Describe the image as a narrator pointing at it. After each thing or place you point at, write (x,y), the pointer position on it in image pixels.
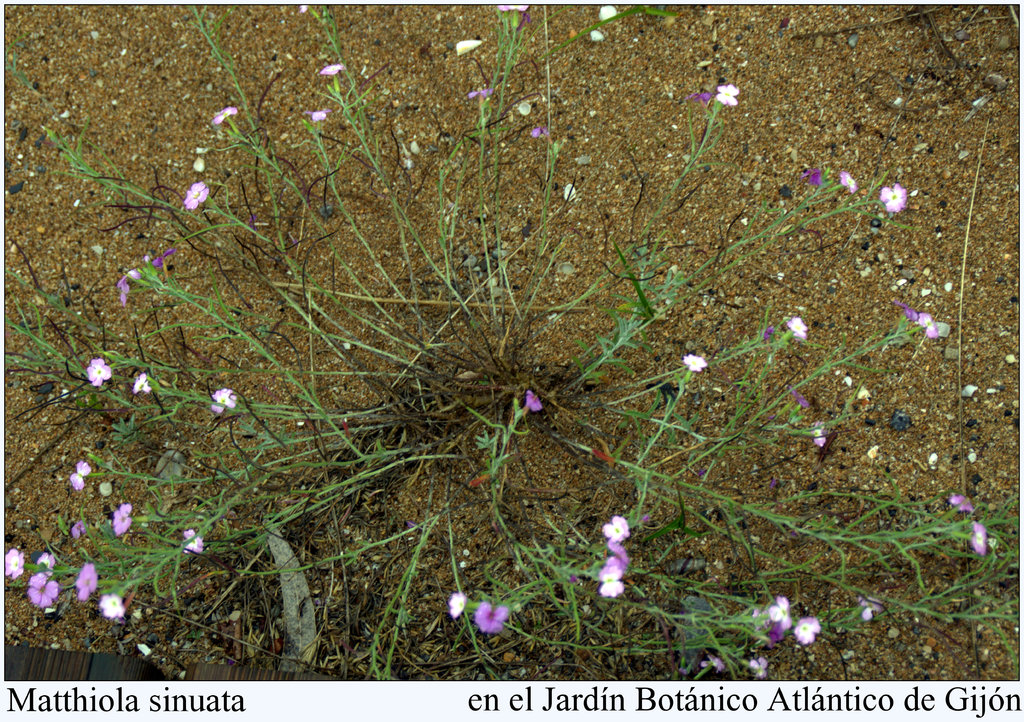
We can see plant (805,224), flowers (221,116) and sand (825,256). Bottom of the image (13,690) we can see text (21,708).
